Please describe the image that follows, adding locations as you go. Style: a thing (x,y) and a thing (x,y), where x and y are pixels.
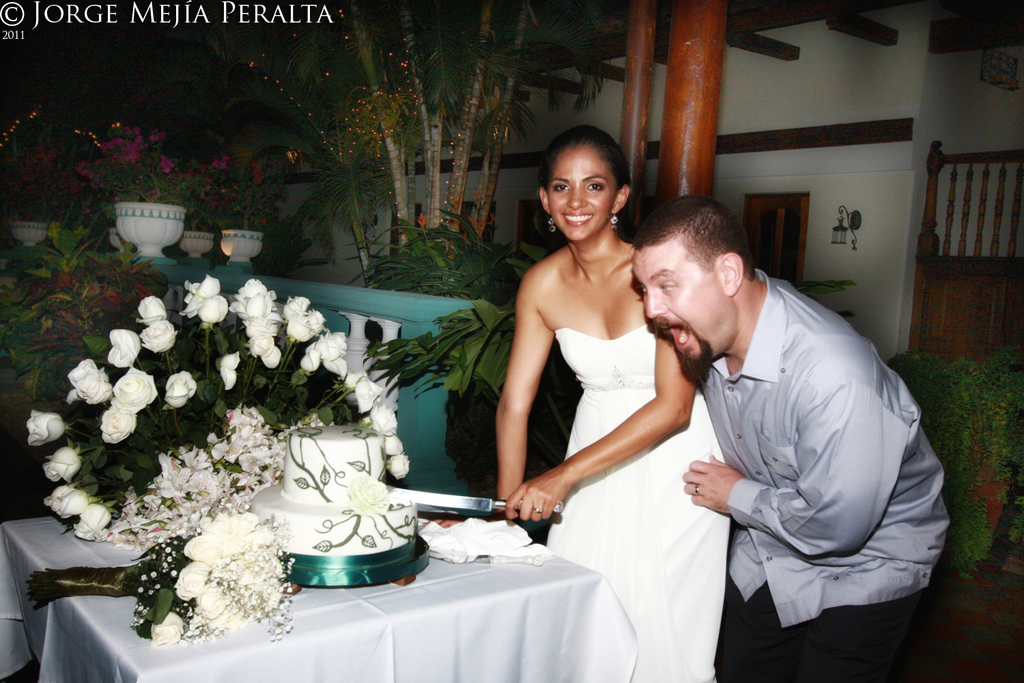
In the image in the center (596,440), we can see two persons (612,448) are standing and they are smiling. And the woman (635,448) is holding a knife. In front of them, there is a table (345,624). On the table (301,611), we can see one cloth (139,652), flowers (182,577), tissue papers (454,533) and one cake (394,531). In the background (515,120) there is a wall (849,160), roof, windows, fences (932,156), trees (535,19), pots (37,231), poles (628,144) etc.
